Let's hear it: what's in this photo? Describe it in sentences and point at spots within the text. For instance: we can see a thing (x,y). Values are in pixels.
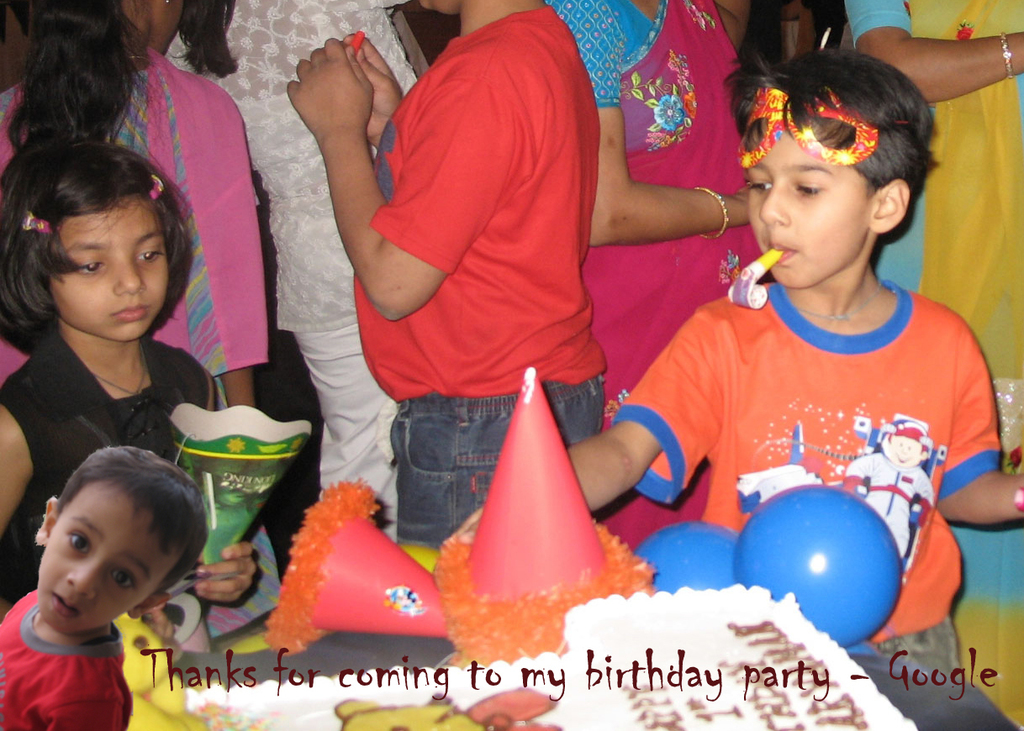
This is the picture of a place where we have some kids (418,436) in front of the table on which there is a cake (660,619), balloons (711,571), caps (362,503) and also we can see some other people (335,26) behind the kids (99,491).
